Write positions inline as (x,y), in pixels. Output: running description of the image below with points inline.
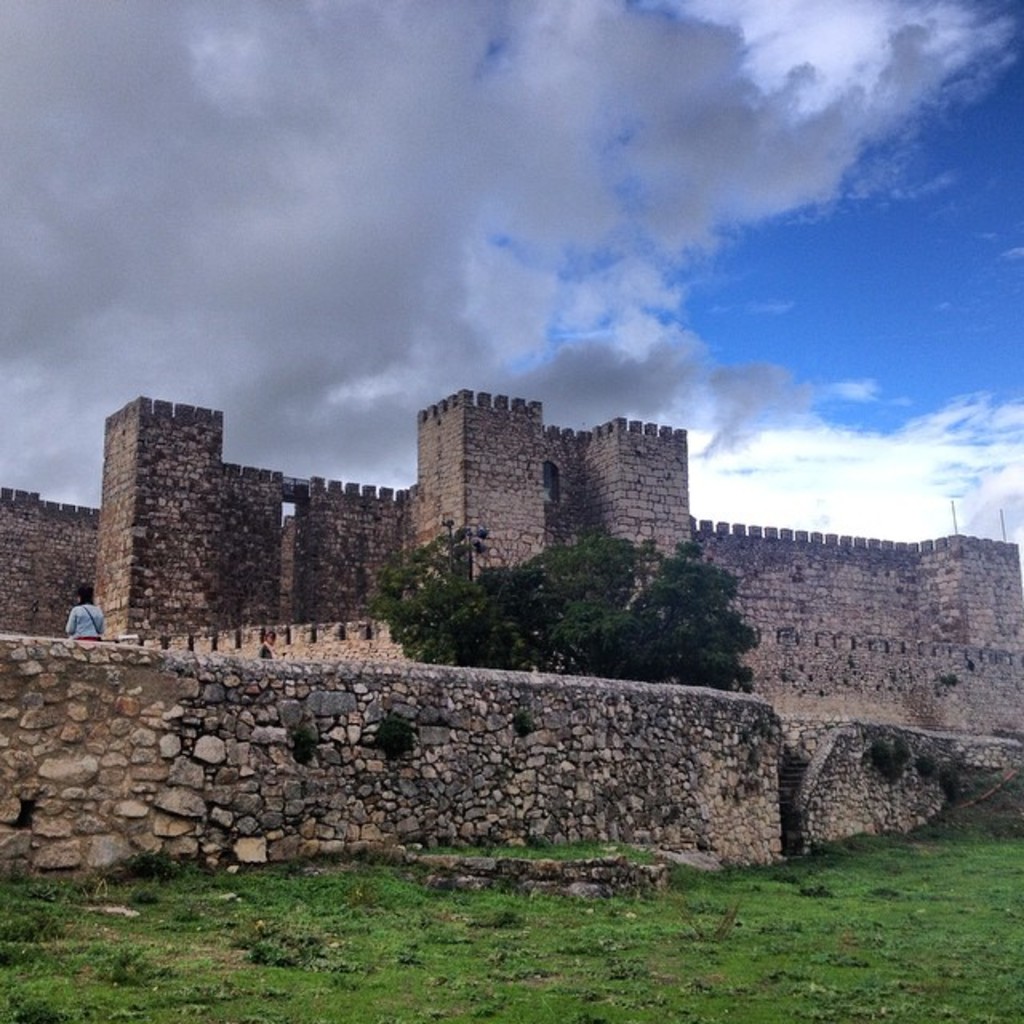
In this image I can see the fort (710,795) in brown and black color. In front (85,629) I can see a person (85,615) wearing white color shirt (67,628), trees (471,610) in green color and the sky (682,159) is in blue and white color.
